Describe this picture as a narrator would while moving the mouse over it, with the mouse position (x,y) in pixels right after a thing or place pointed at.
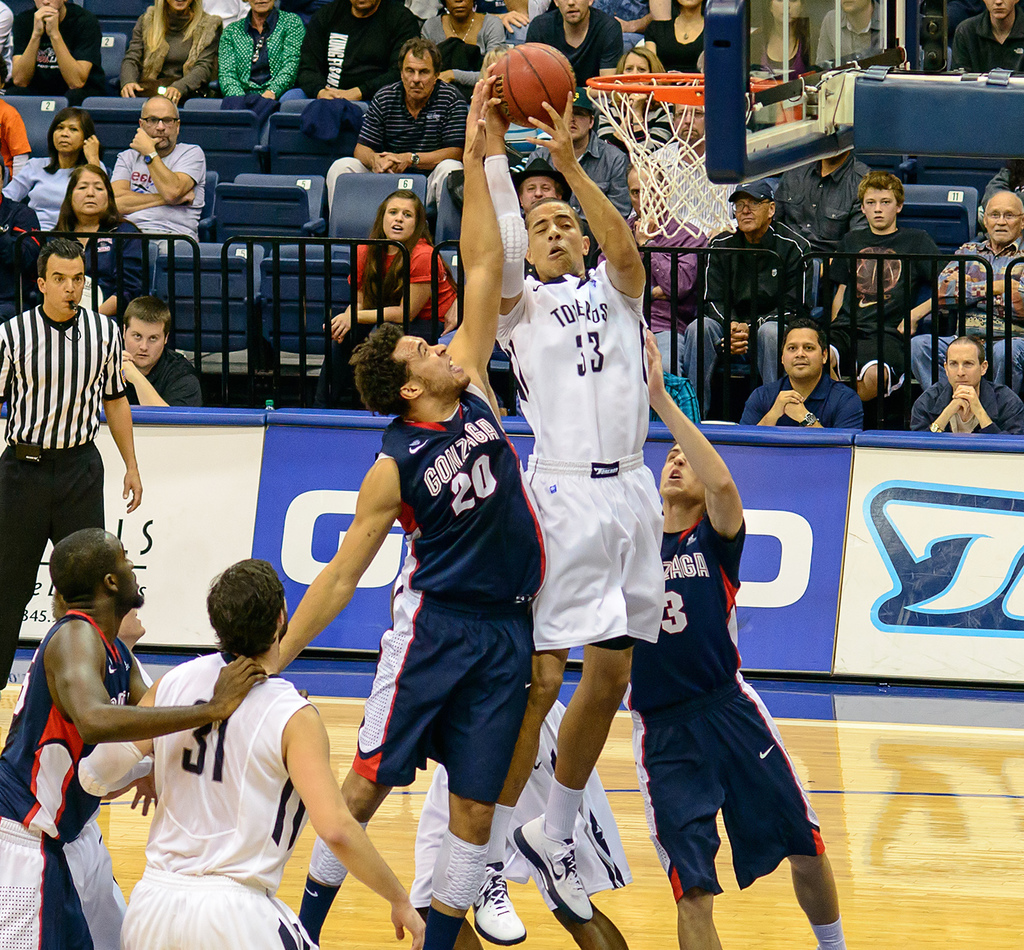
In this picture we can see a group of people (426,692) playing a game. A man (546,431) in the white jersey (573,346) is holding a ball (512,105). On the right side of the man (490,117) there is a basketball hoop (695,86). Behind the players (129,678), there is a referee (136,459), board (144,416) and iron grilles (907,306). Behind the iron grilles (168,247) there is a group of people (406,117) sitting on chairs (185,136).
